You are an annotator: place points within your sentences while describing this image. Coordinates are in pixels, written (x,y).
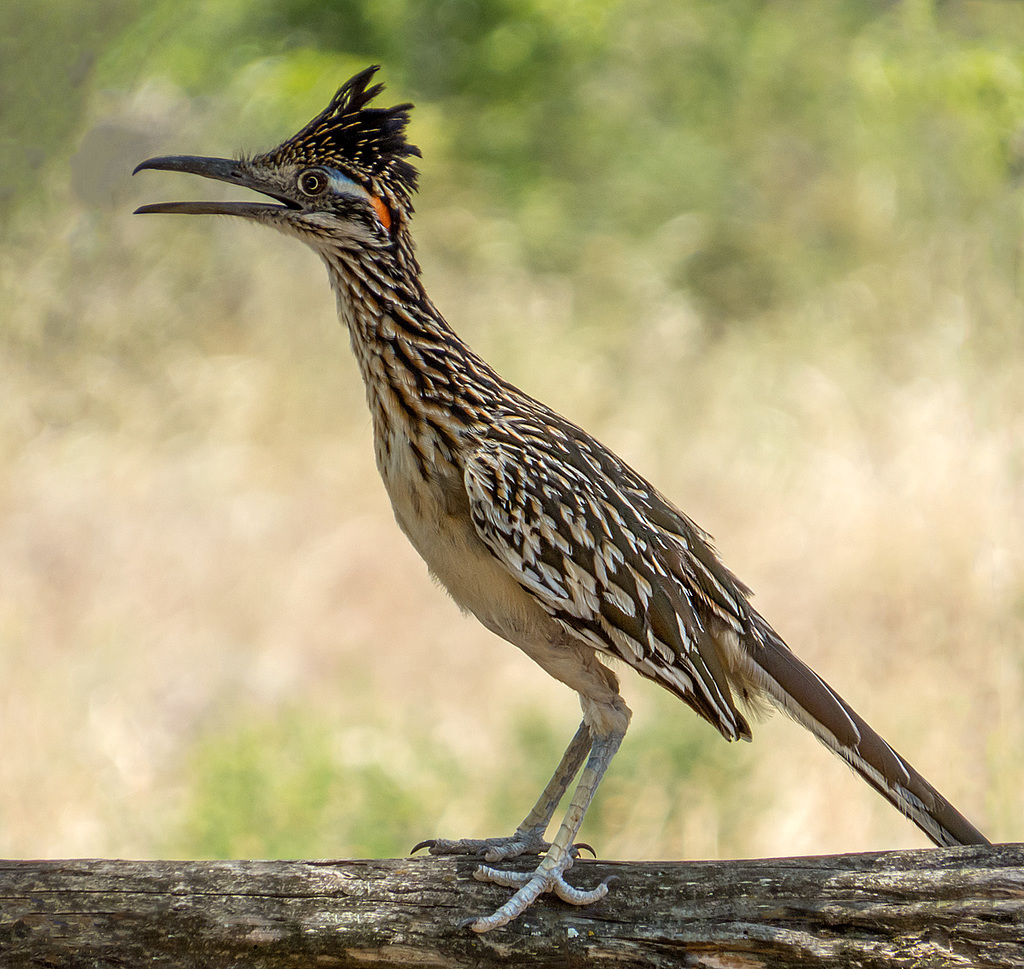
In this picture, we see a bird (381,268) is on the wood (405,898). It has a long beak (214,212). In the background (587,228), it is green in color. This picture is blurred in the background (380,723).
